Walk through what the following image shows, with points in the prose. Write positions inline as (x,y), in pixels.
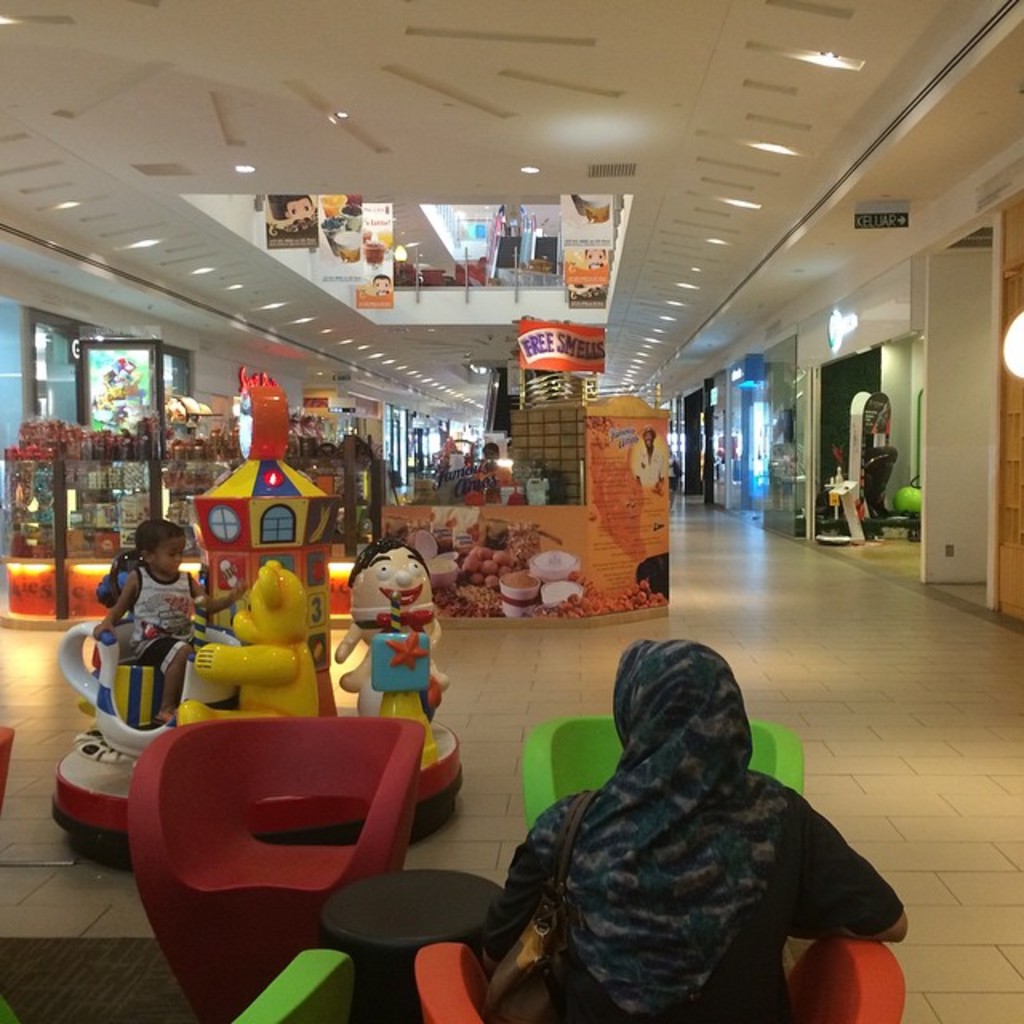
In this picture, there is a woman (722,671) sitting at the bottom of the image (618,686) on chair (475,964), wearing a brown color hand bag (556,914) in her hand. There are four chairs (305,859) at the bottom of the image (392,795), which are red, green and orange in color. In the left of the image (283,705), there is a playing machine (252,704) on which one kid (162,668) is sitting. In the middle of the image (631,501), cafeteria (647,463) is there, where juices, fruits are kept. In the right of the image (998,276), showrooms (903,284) are visible. The roof top (296,62) is white in color, through which another floor (508,240) is visible. Here we have some boards (878,217).
